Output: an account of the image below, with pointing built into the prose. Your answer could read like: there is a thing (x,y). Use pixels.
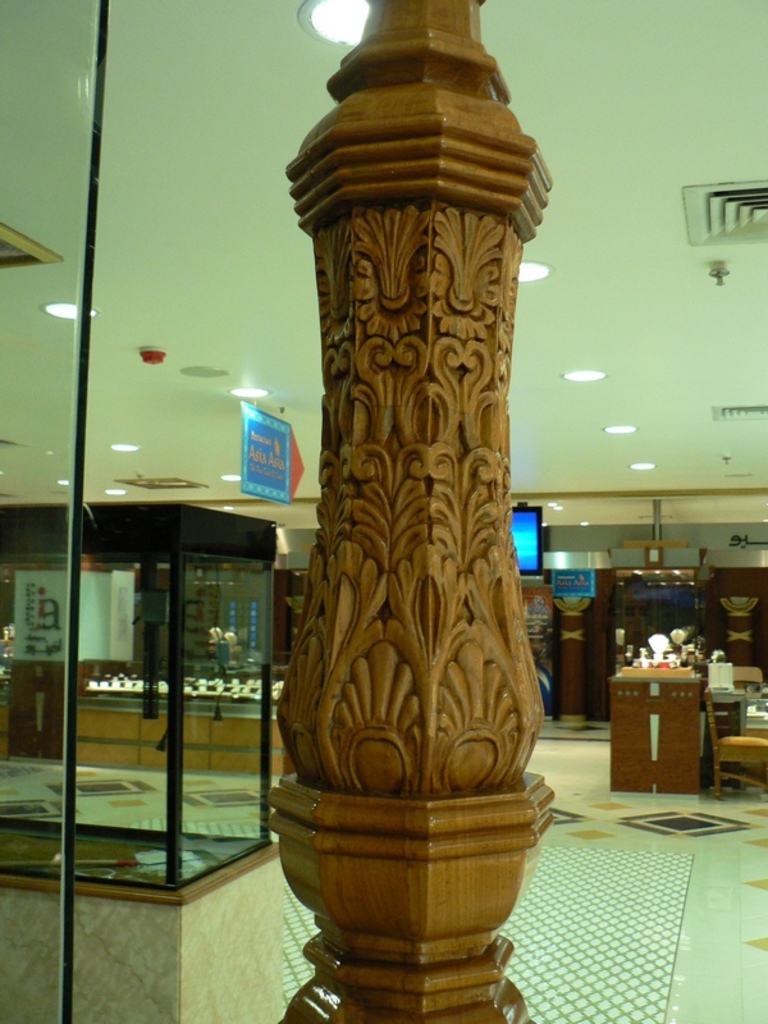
This image is taken indoors. At the top of the image (146,270) there is a ceiling (157,378) with a few lights (337,32). At the bottom of the image (635,947) there is a floor (639,941). In the middle of the image (414,454) there is a pillar (376,212) with carvings (379,240) on it. In the background (762,630) there are a few walls (277,607) with doors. There are a few tables (624,712) with many things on them. On the right side of the image (735,746) there is an empty chair (748,676). There are a few boards (531,594) with text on them. There is a television (525,562). On the left side of the image (124,720) there is a glass box (145,872).
